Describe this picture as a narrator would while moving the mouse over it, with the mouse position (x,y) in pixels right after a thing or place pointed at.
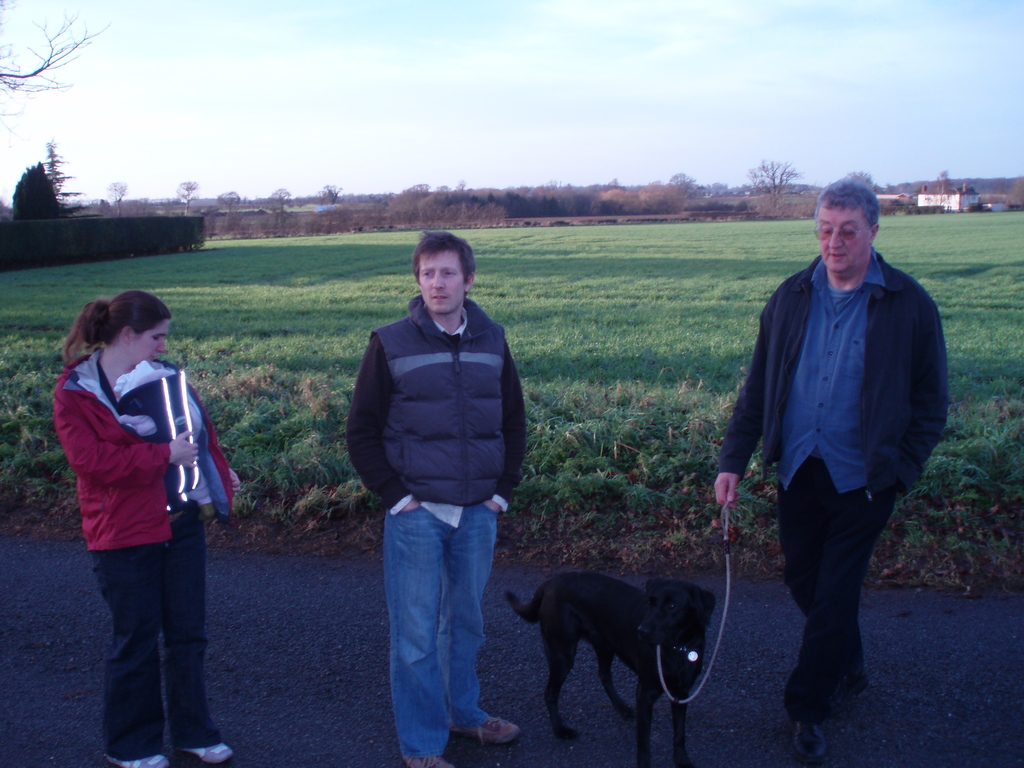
In this picture there are three persons (416,549) one, two, three, one is a lady (70,339) among them, a lady (63,391) is holding the baby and the person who is standing at the right side of the image (806,355) it seems to be walking by holding the leash (723,541) of the dog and the person (431,660) who is standing in the middle of the image (349,453) is watching in front of the direction and the area (311,311) where they were stood it seems to be greenery (398,243) and there is a building (903,194) at the right side of the image (964,206) on top right corner.
